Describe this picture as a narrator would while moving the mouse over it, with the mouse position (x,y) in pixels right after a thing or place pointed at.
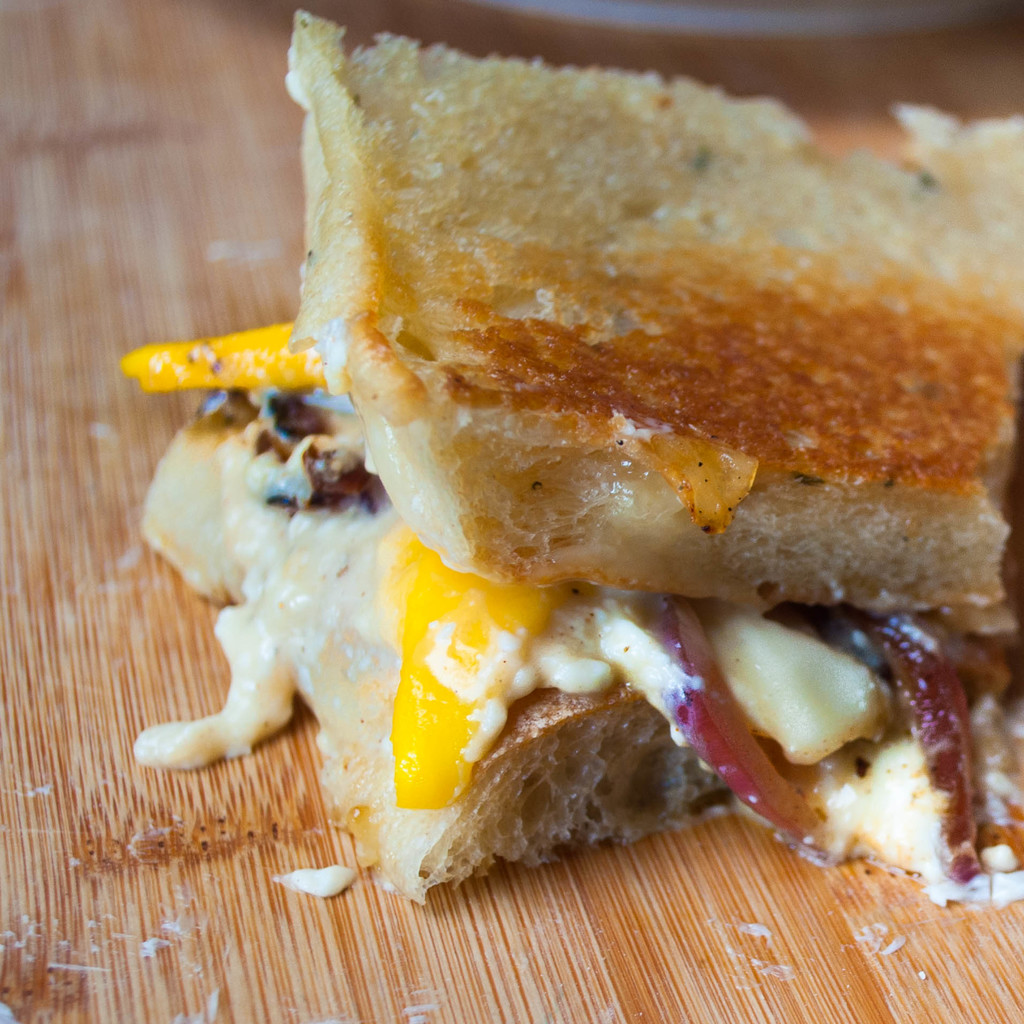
In this picture I can see a food item (556,547) on the wooden surface (57,599).
